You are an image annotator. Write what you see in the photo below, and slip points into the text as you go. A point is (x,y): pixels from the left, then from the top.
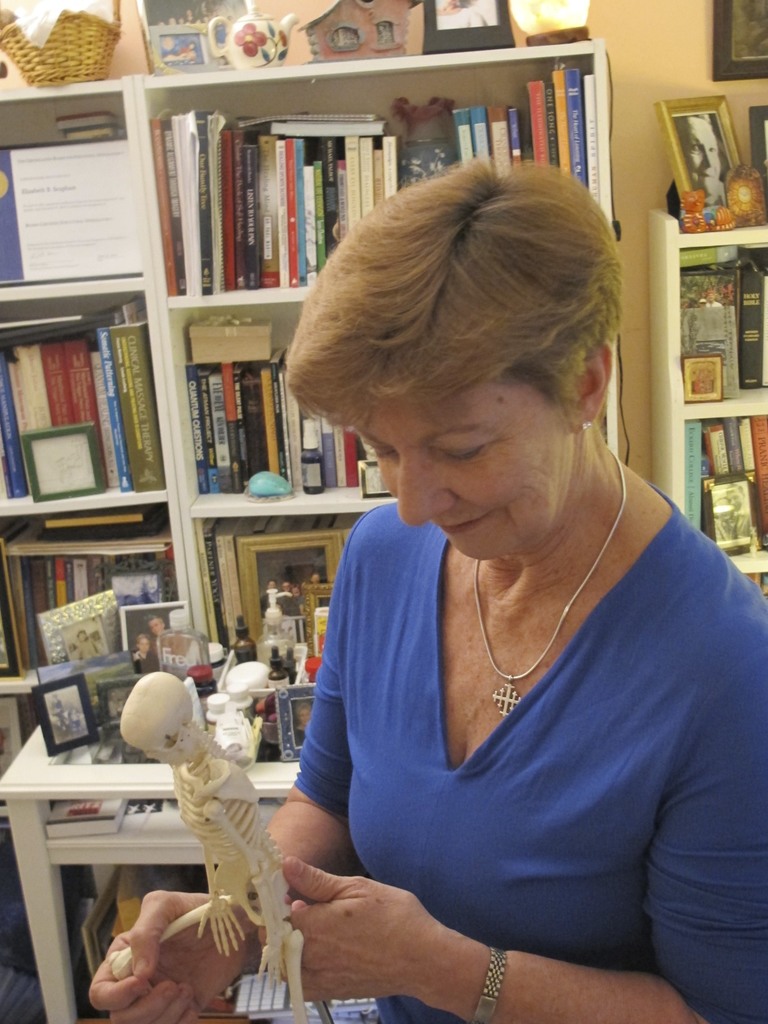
A woman (467,840) is holding the human skeleton toy (237,929) and smiling. She wore blue color t-shirt (578,891), behind her there are books (212,533) in the shelves (321,497).
